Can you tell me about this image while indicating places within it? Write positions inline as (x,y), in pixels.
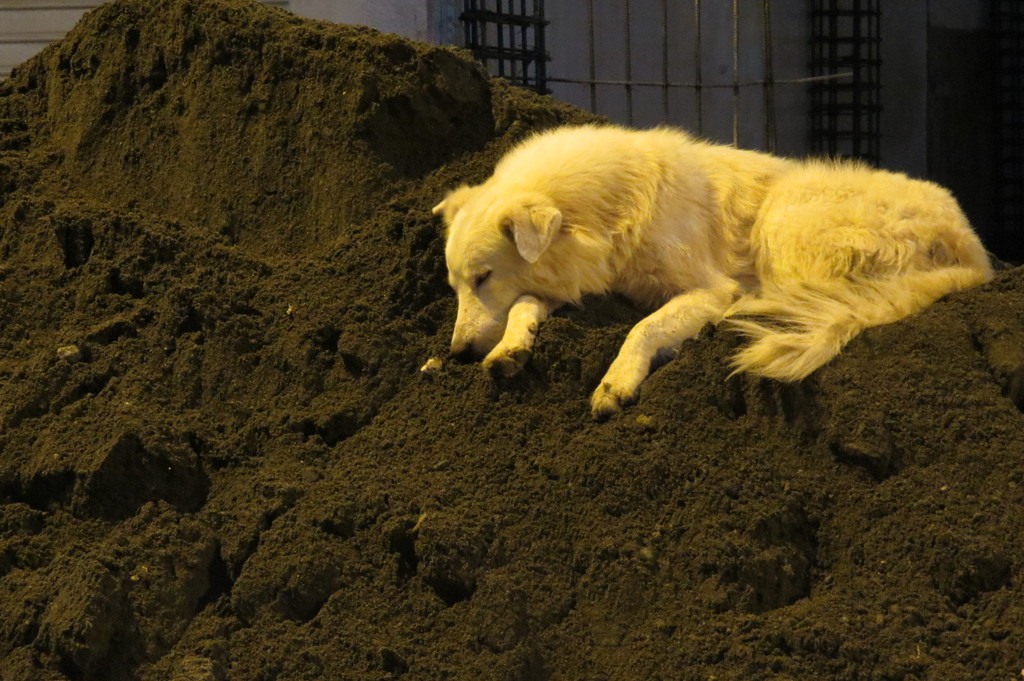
As we can see in the image there is mud (175,231), yellow color dog (824,292) and in the background (970,48) there is wall (947,51). The image is little dark.
